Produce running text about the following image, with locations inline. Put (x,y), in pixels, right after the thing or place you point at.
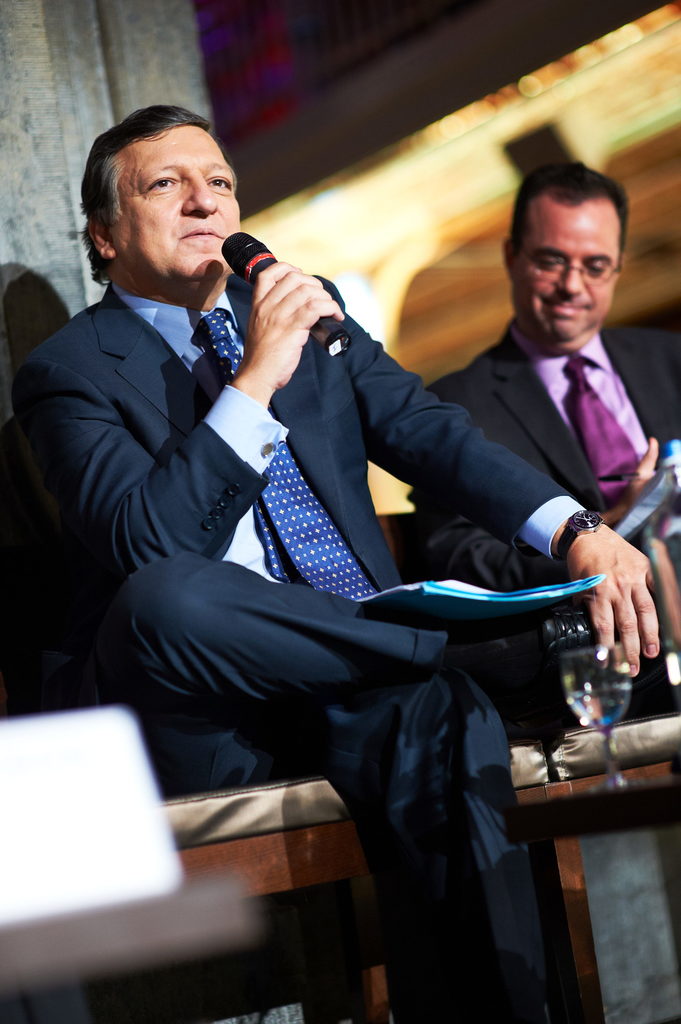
There is a person (155,432) in coat (179,547), wearing a tie (296,526), holding a mic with one hand (260,322) and sitting on a chair (255,819), near another person (561,430) who is sitting on another chair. In the background (45,61), there is a wall (74,72).
